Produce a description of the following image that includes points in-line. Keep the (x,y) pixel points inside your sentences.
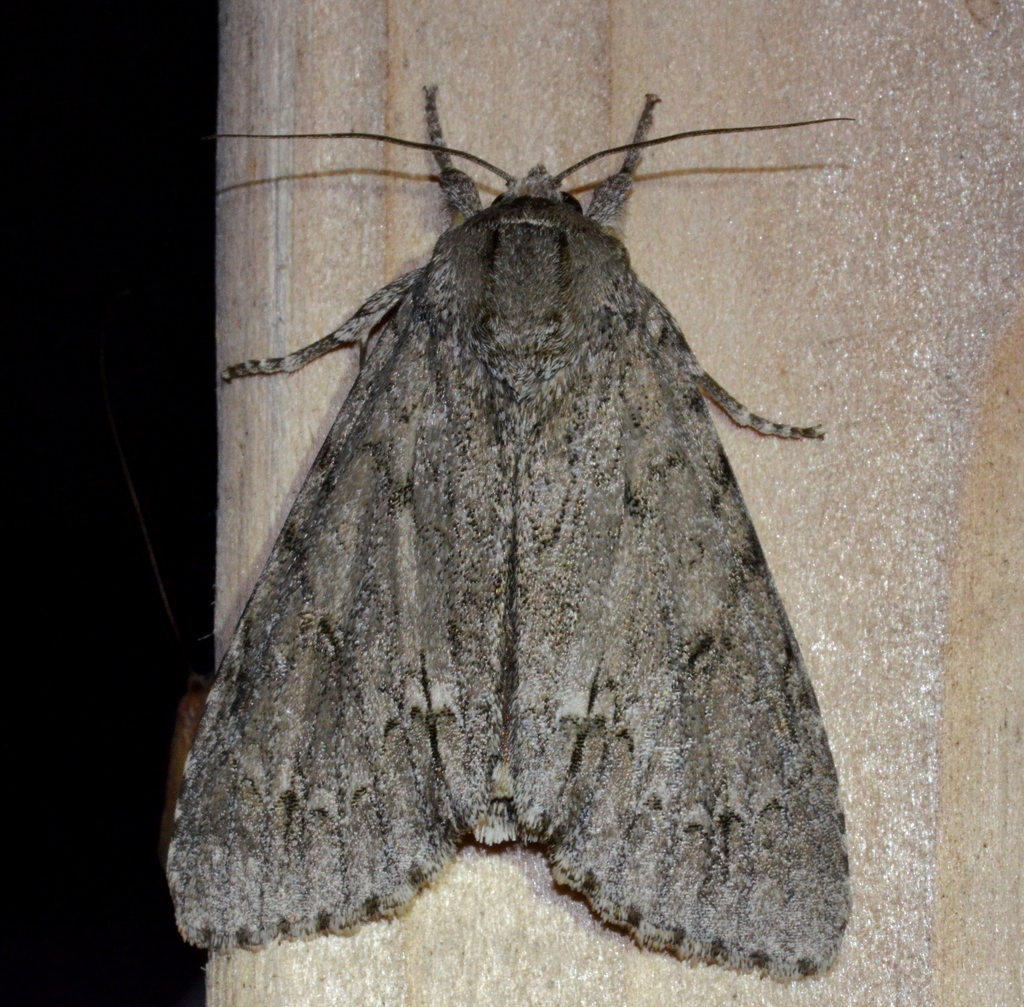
In this image in the center (679,429) there is an insect (726,485) on the wall (447,62), and in the background (147,550) there are some objects (133,495).
